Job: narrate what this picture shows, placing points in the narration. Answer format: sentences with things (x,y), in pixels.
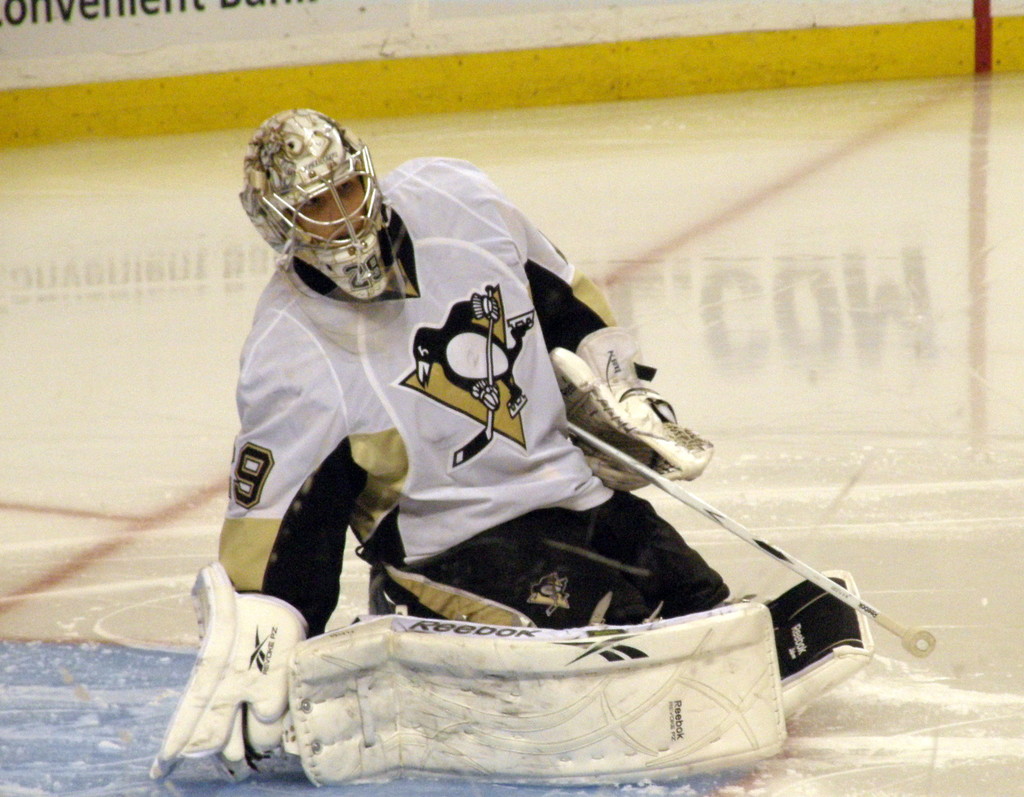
In this picture there is a man (359,509) who is wearing helmet (362,290), gloves (644,424), jacket (482,450), trouser (475,565), pants (479,550) and shoes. He is holding a stick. He is in a squat position. In the back (99,27) there is a banner (263,23) which is placed on the wall (400,62).
